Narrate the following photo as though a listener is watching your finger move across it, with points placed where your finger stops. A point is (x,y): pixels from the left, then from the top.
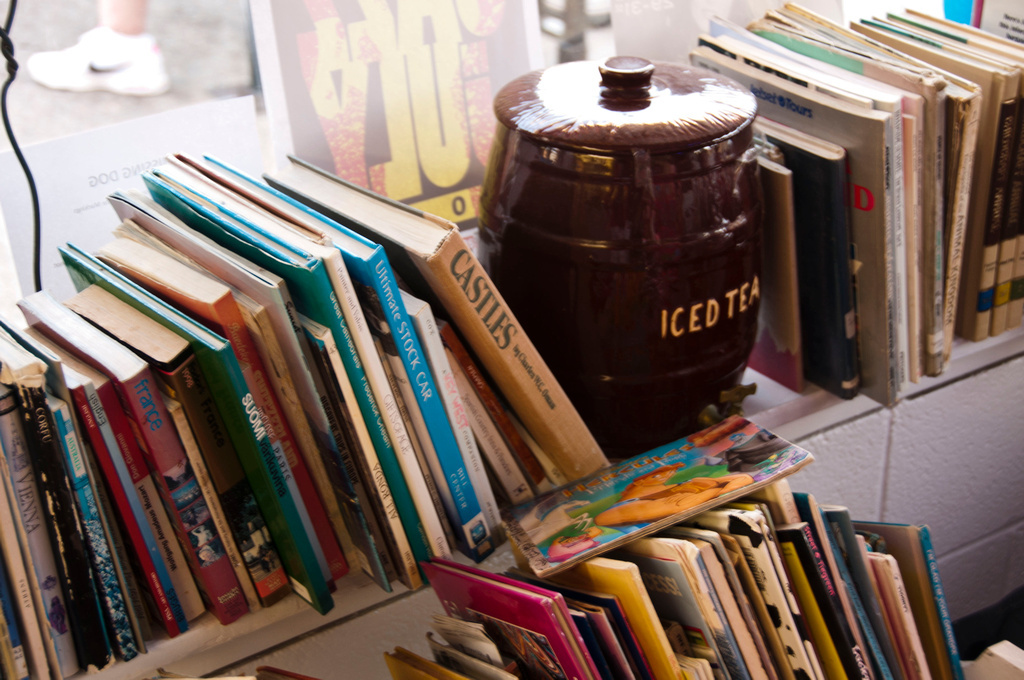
In the image we can see a bookshelf (999,369) and there are some books (812,46) and there is a jar (660,105).
